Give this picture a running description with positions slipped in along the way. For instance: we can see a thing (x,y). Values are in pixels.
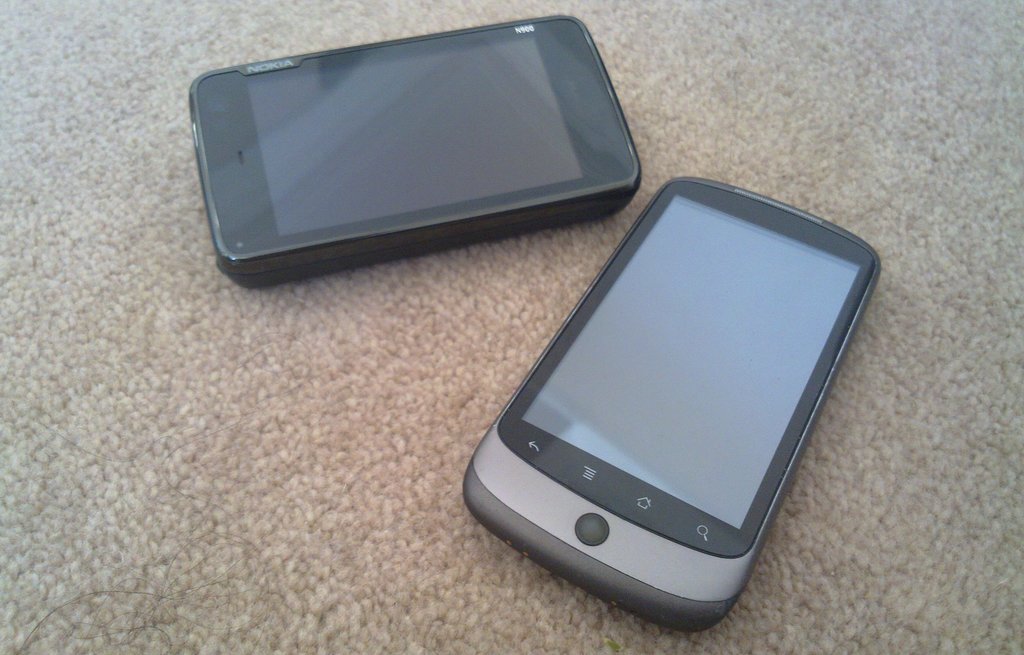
This image consists of two mobiles (674,495) kept on a floor (358,485). At the bottom (267,511), it looks like a floor mat (116,521).
